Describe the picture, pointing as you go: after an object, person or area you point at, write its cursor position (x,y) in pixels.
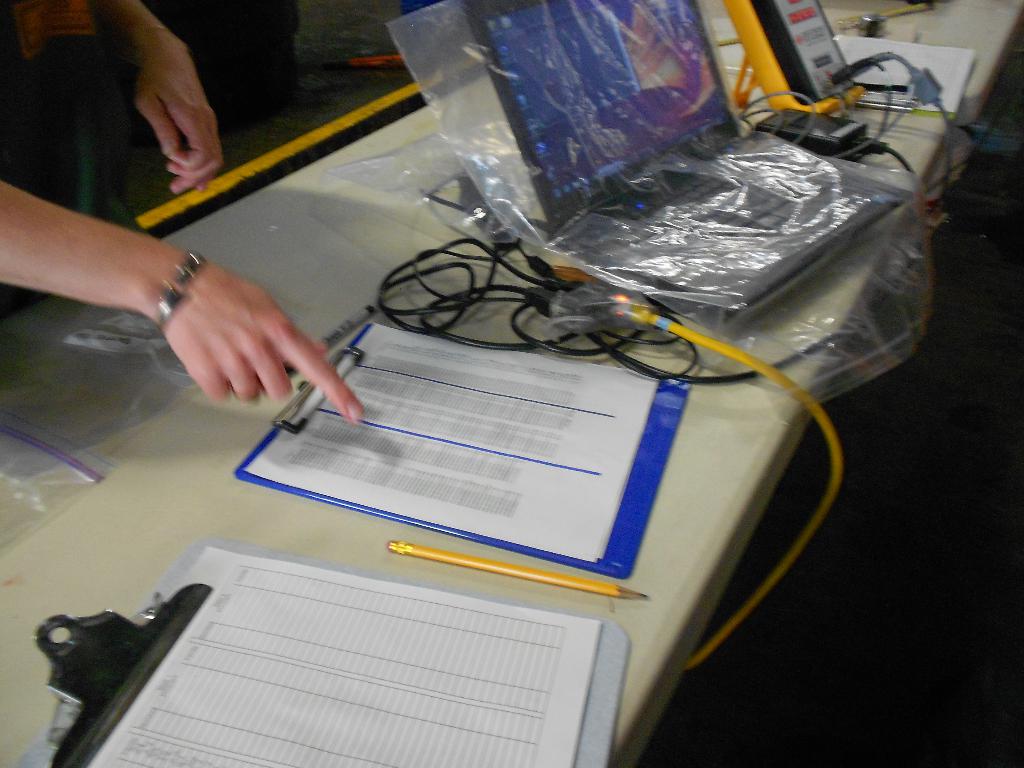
In this picture we can see a table (16,667) and on the table (17,654) there are papers (442,376), pencil (545,583), clipboards (547,556), cables (427,273), laptops (634,204) and some objects (815,38). On the left side of the table (285,217) there is a person (77,181) standing on the floor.
